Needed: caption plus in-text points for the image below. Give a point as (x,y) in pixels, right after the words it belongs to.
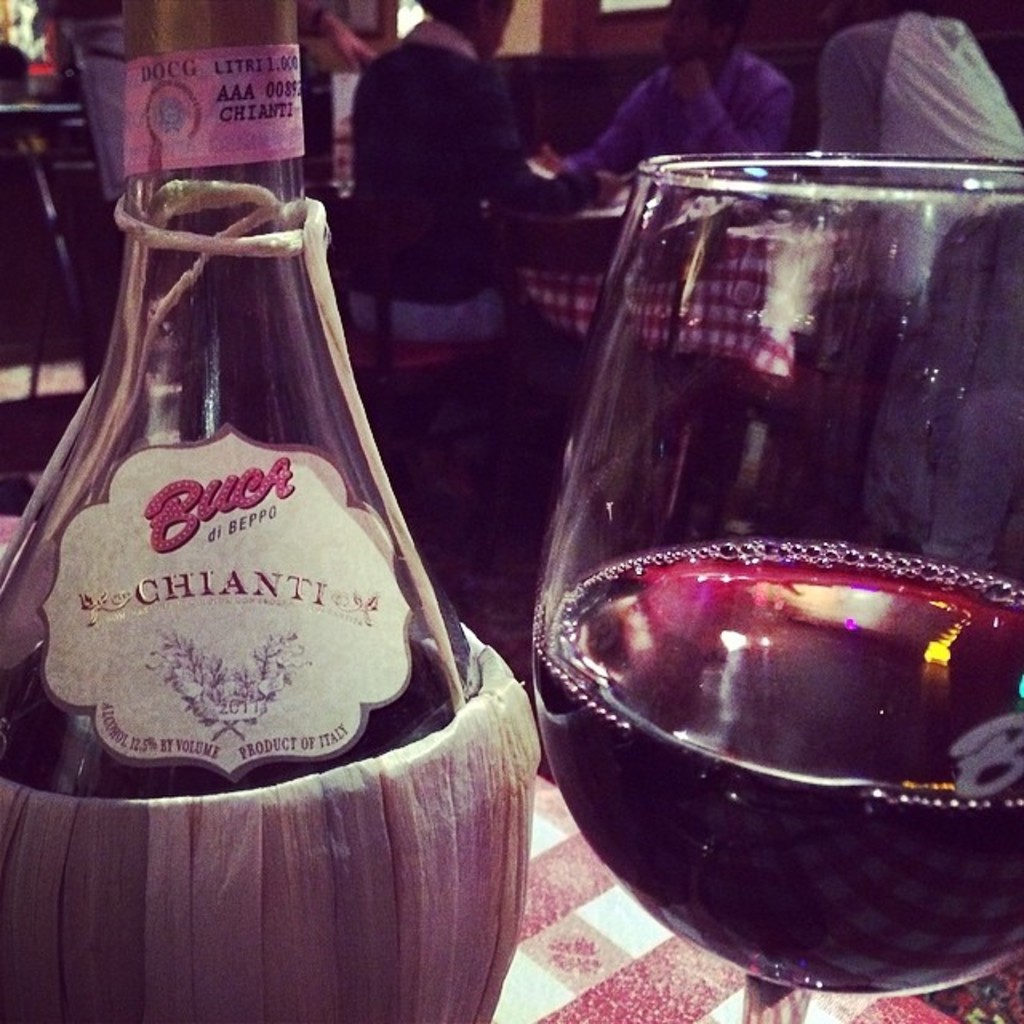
In this image i can see a bottle (336,524) and a glass (852,705).
